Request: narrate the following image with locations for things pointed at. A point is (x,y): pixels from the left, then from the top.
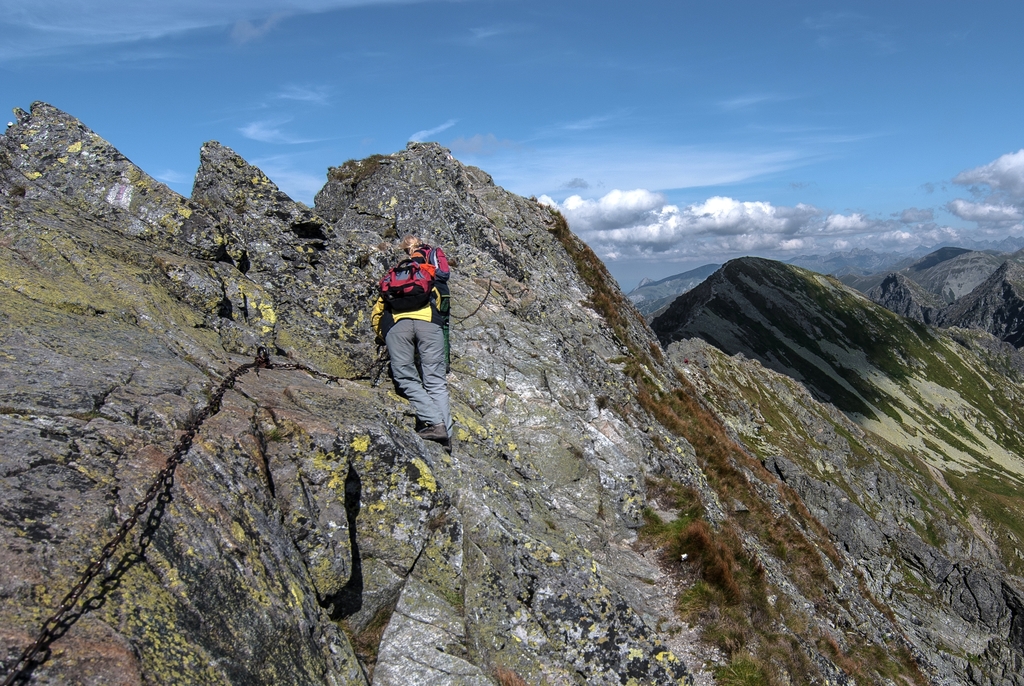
In this picture I can see a person (399,357) climbing the hill (463,378), on the right side (788,361) there are hills (725,342). At the top (597,113) there is the sky (545,103), on the left (281,367) I can see the chain (18,677).
